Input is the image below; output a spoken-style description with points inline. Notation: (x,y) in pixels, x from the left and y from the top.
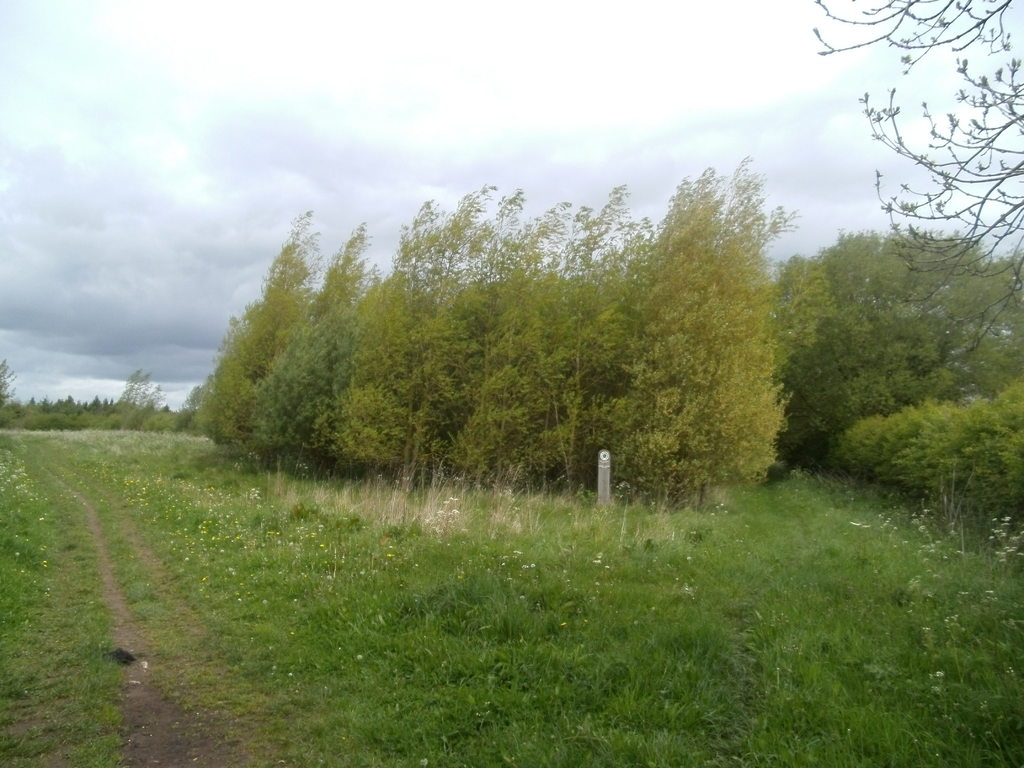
In this picture we see the whole area (647,443) covered with grass (442,475) and trees (227,408). Here the sky (562,181) is cloudy.
